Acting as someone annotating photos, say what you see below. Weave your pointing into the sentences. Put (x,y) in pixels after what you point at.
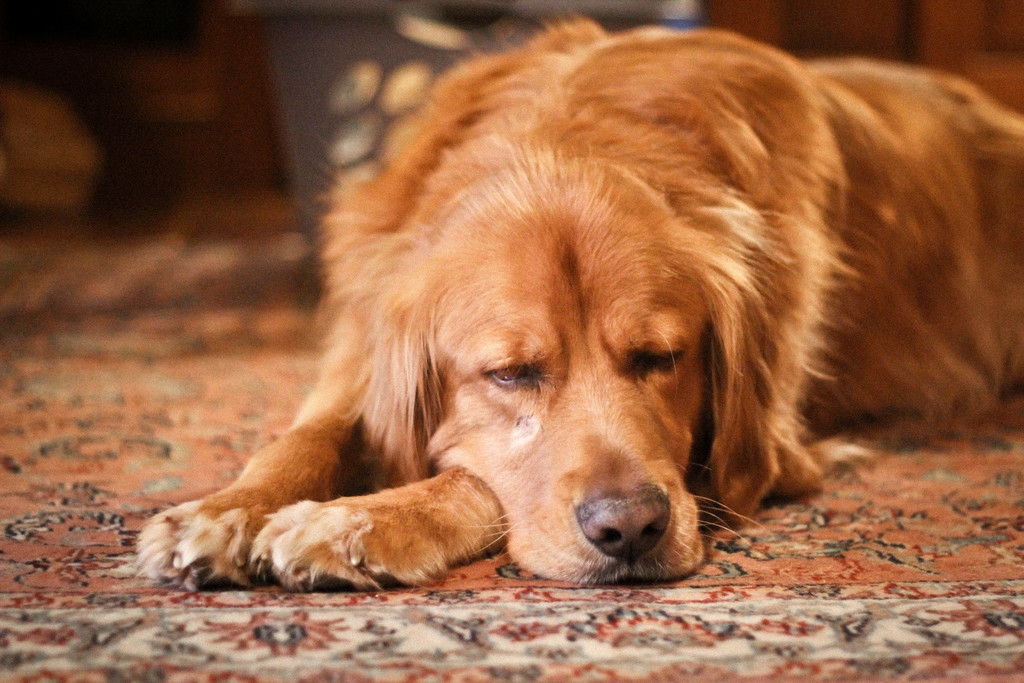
In this image, we can see a dog (772,446). We can see the ground (953,595) and the blurred background (402,49).
